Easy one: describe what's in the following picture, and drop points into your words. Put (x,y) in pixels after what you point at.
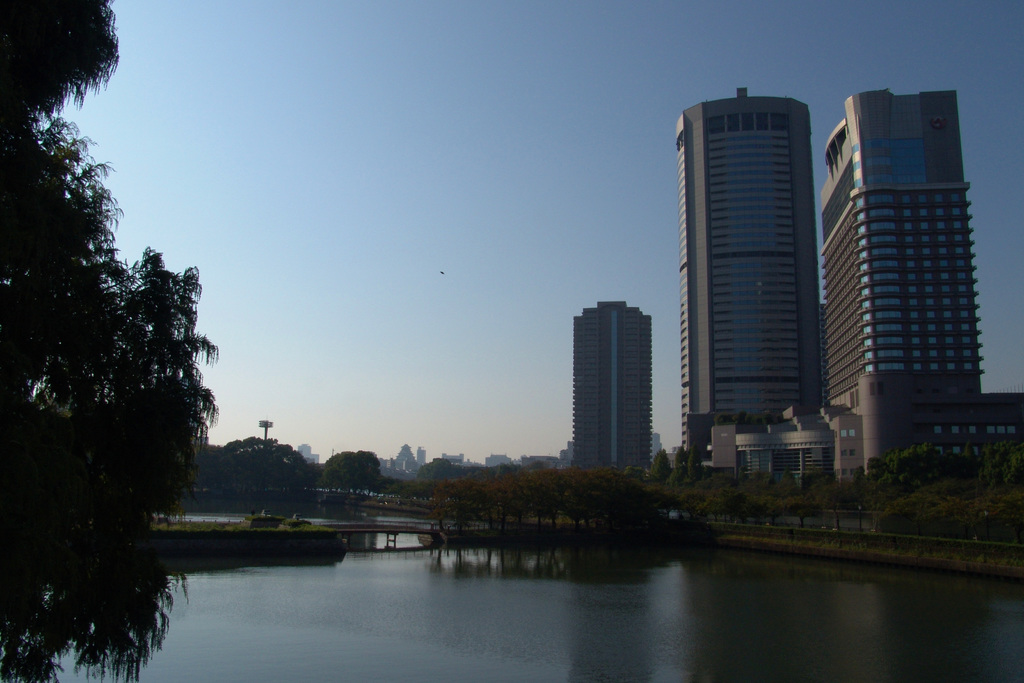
At the bottom of the image (354,620) there is water (465,597). In the background of the image (455,521) there are buildings (735,407), trees (196,445), sky (417,182). There is a bridge (431,534). To the left side of the image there is a bridge (390,524).
